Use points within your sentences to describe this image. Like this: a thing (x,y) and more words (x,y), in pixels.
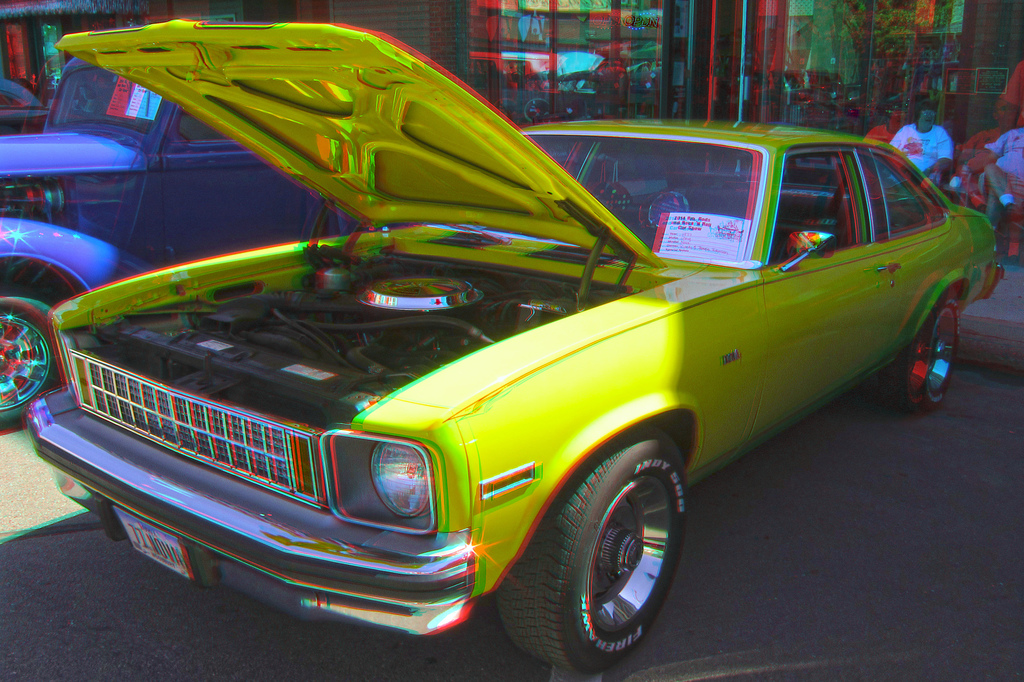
This image consists of cars (452,373) parked on the road (692,649). In the front (670,435), the car (616,389) is in green color. On the right (1004,142), we can see two persons (1019,155) sitting in the chairs (971,149). In the background (595,50), it looks like a shop (545,71). At the bottom (156,617), there is a road (228,597).
